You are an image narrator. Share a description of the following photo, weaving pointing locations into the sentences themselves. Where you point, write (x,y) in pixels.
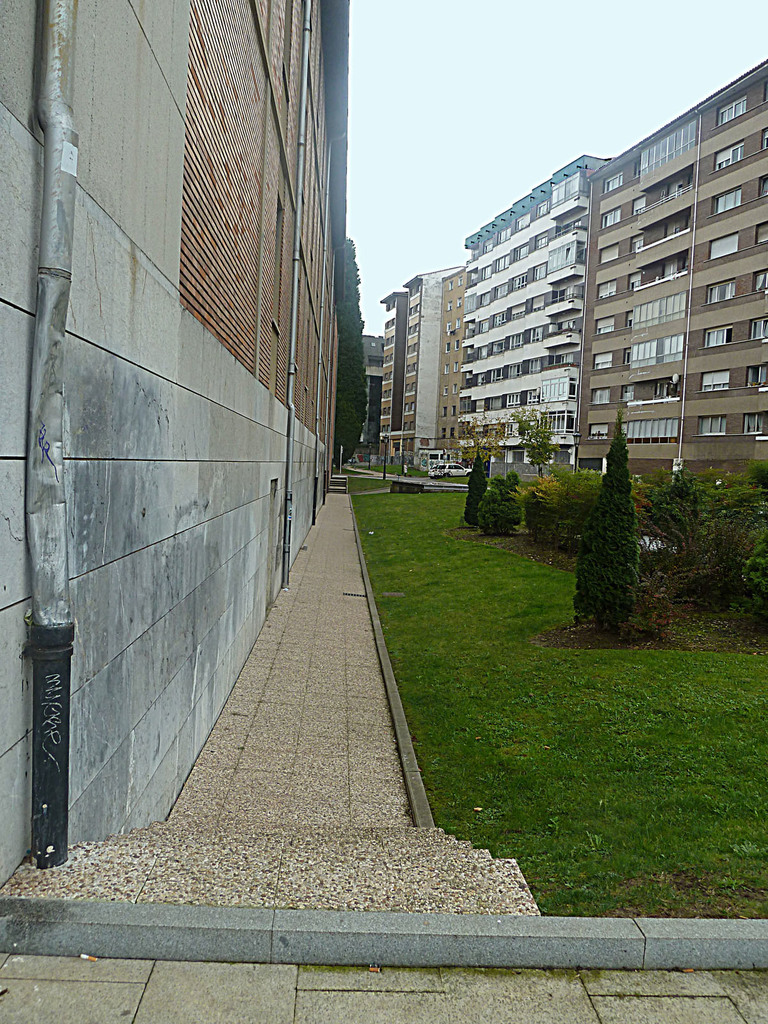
In this picture we can see buildings (186,348) with windows (711,292), trees (357,403), grass (494,586) and in the background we can see the sky (530,65).
